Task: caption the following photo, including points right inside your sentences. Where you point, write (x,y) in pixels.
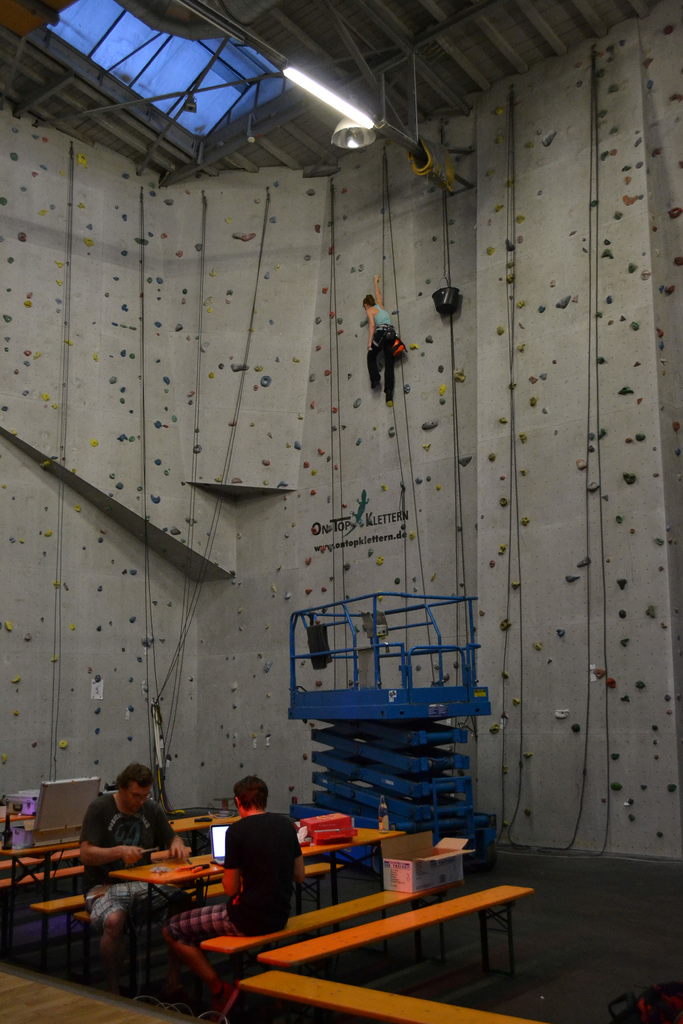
This is a shed (302,173) and here we can see a person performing rock climbing and there are lights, rods (330,277) and we can see a machine (378,718), some people (254,889), tables (204,875), a laptop (216,840) and some other objects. At the bottom (578,950), there is a floor (571,903).
